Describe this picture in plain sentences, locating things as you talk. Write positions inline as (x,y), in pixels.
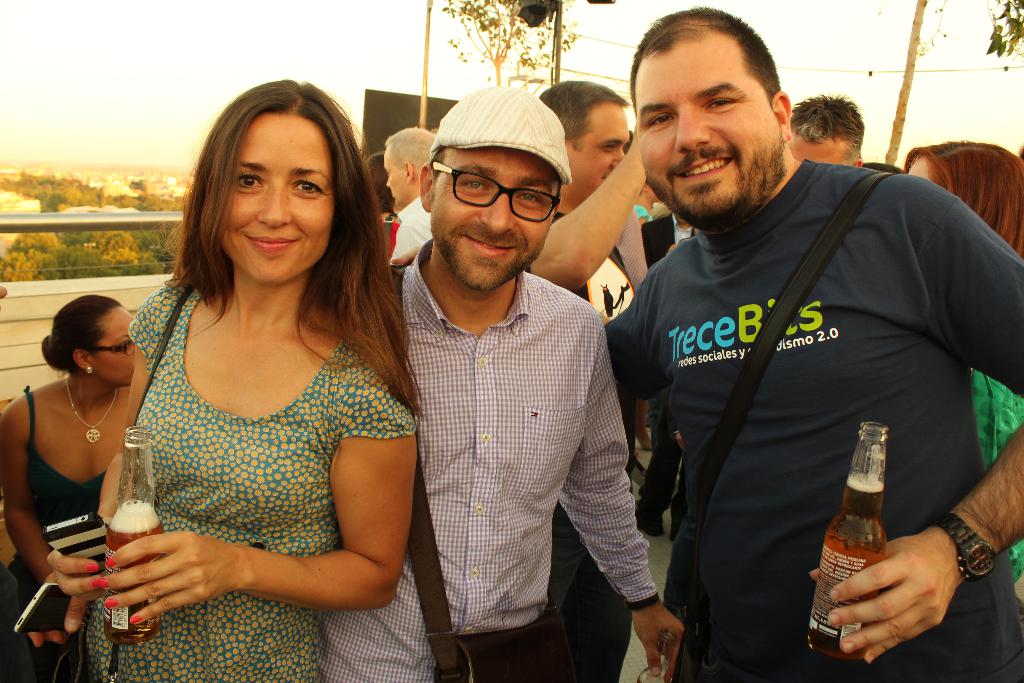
In this image I can see the group of people (502,172) standing. Among them one person (475,182) is wearing the hat (537,143) and two of them are holding the bottle (863,531). Backside of them there is a sky (297,78) and the trees (503,66).
